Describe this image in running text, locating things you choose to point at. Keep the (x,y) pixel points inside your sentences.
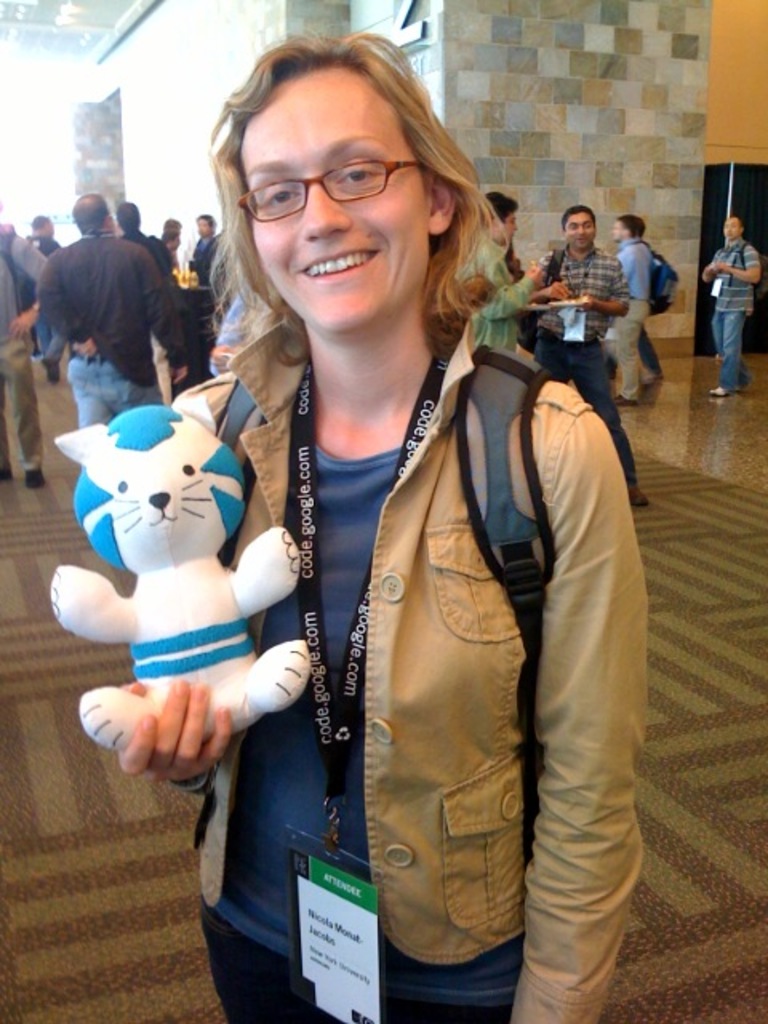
In this picture we can observe a woman (324,263) smiling wearing red color spectacles (273,208). she is holding a toy (106,539) in her hand (158,733). We can observe a black color tag (349,860) in her neck (313,388). In the background (136,320) there are some people (581,284) standing. We can observe a wall (509,49) here.
